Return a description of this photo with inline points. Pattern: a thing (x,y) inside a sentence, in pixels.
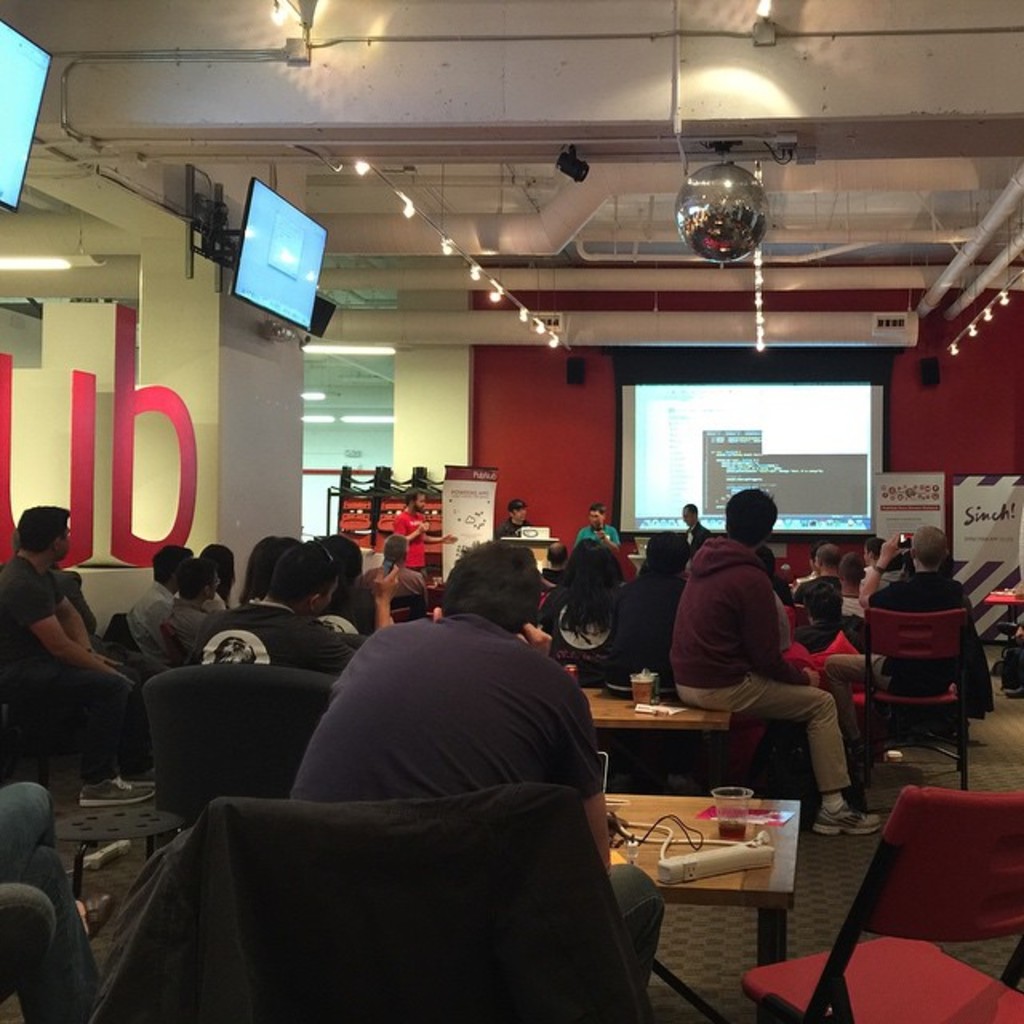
This is a conference hall (568,247). Many people (367,766) are sitting on the chair (474,818) and looking at the screen (711,458) in front of them. There is person (610,528) holding a mic (598,531) beside the screen (650,499), he is talking something. There is pillar (277,409) on the pillar (232,344) there is a screen (256,296) mounted on it. There are table (679,851) in front of them. There are banners (985,537) in the background (987,551). there are lights (984,319) attached to the ceiling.
